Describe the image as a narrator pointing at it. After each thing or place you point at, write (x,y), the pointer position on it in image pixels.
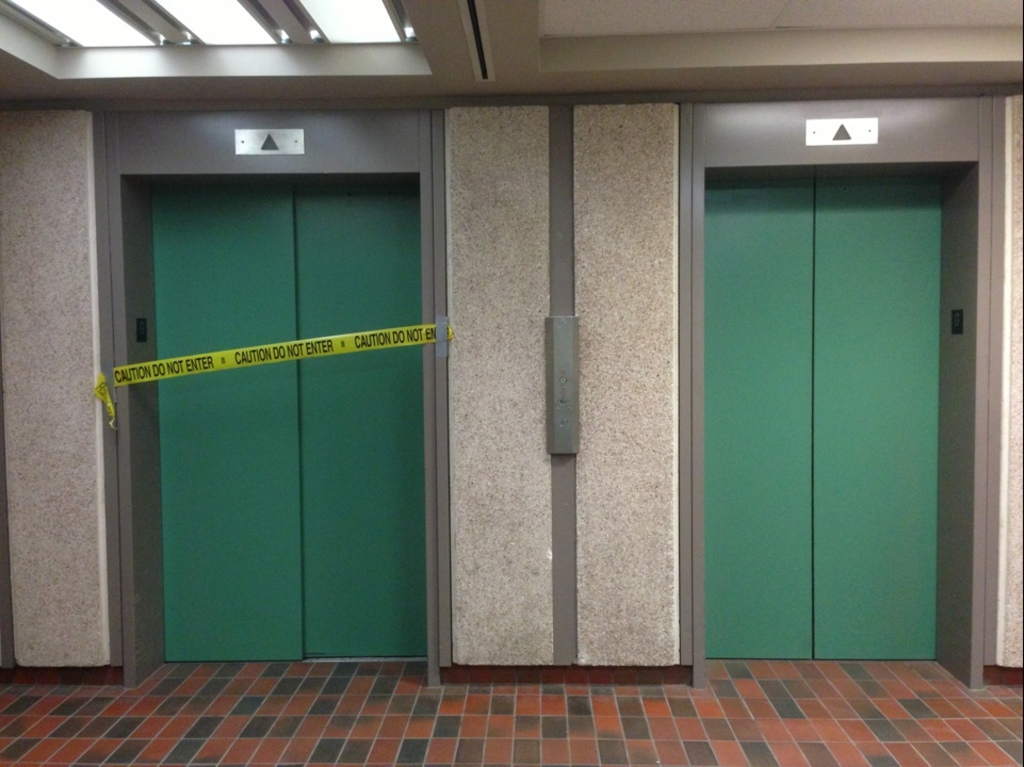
In this image there are two lifts (840,390) separated by a wall (597,351). There is a caution banner (260,351) kept in front of the lift (252,290) which is on the left side (213,296). At the top (207,40) there are lights (346,35). At the bottom (542,709) there is floor (679,709). There are buttons (563,383) in the middle of the wall (527,398).
